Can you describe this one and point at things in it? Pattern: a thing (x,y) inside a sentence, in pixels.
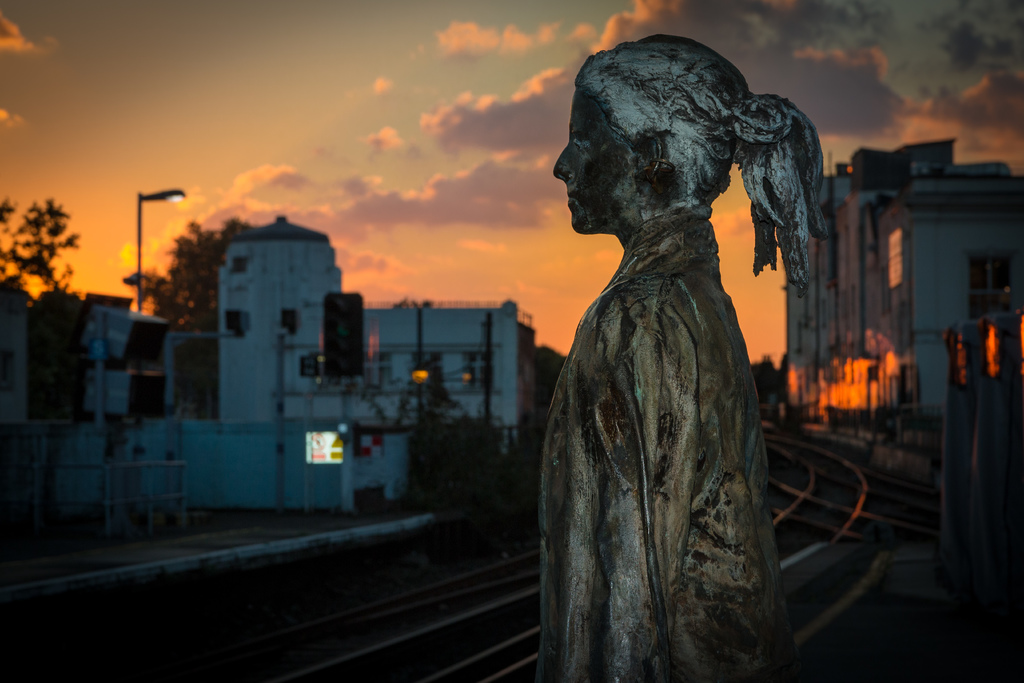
In this picture I can see there is a statue (714,550), in the backdrop (822,468) there are railway tracks (827,490) and there are buildings (408,377), trees (450,450), a street light pole (139,275) and the sky (903,114) is cloudy.
